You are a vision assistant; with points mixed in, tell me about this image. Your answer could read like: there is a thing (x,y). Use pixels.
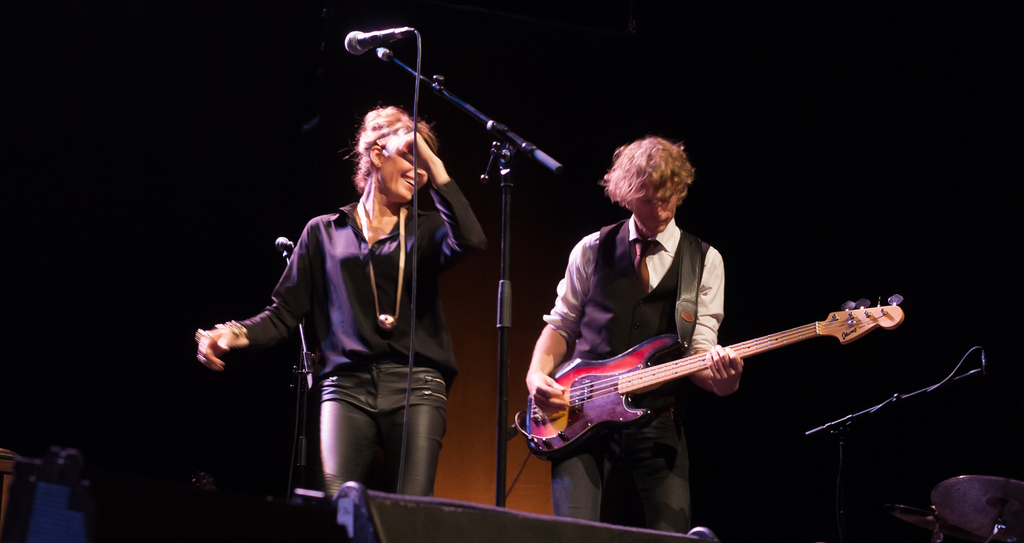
In the middle of the image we can see a microphone (398,29). Behind the microphone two persons (372,185) are standing and he is holding a guitar (605,402). In the bottom right corner of the image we can some drums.
